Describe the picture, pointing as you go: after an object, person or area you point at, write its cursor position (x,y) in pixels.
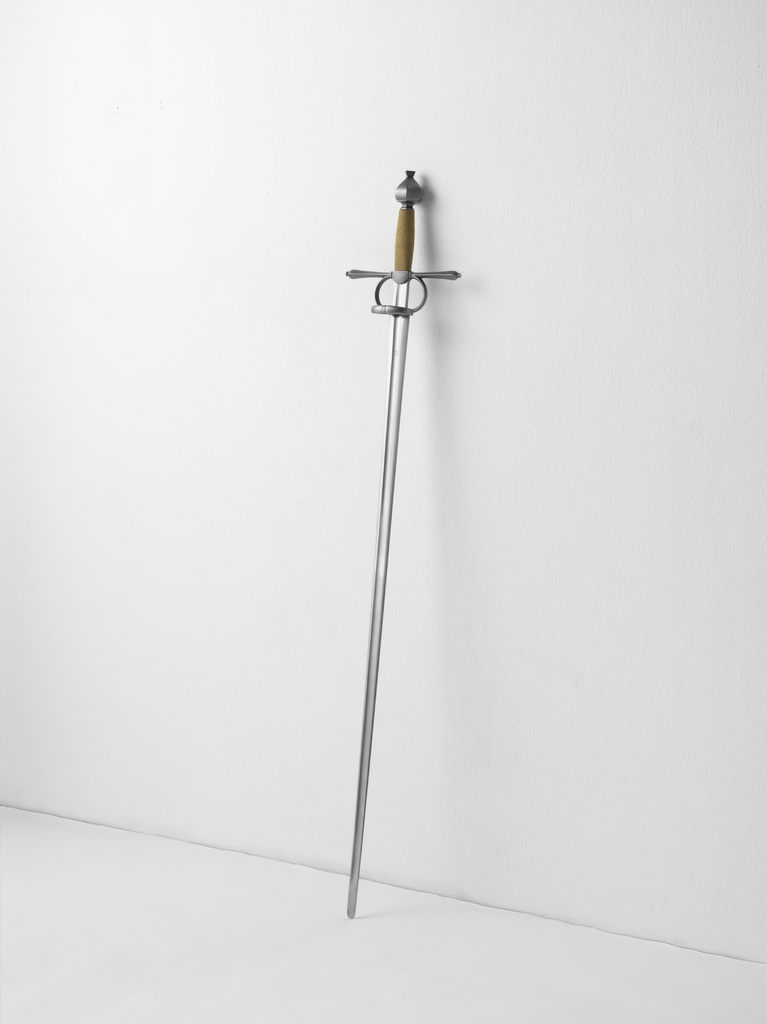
In the image we can see there is a sword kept near the wall (353,649) and the wall (338,704) is in white colour.
